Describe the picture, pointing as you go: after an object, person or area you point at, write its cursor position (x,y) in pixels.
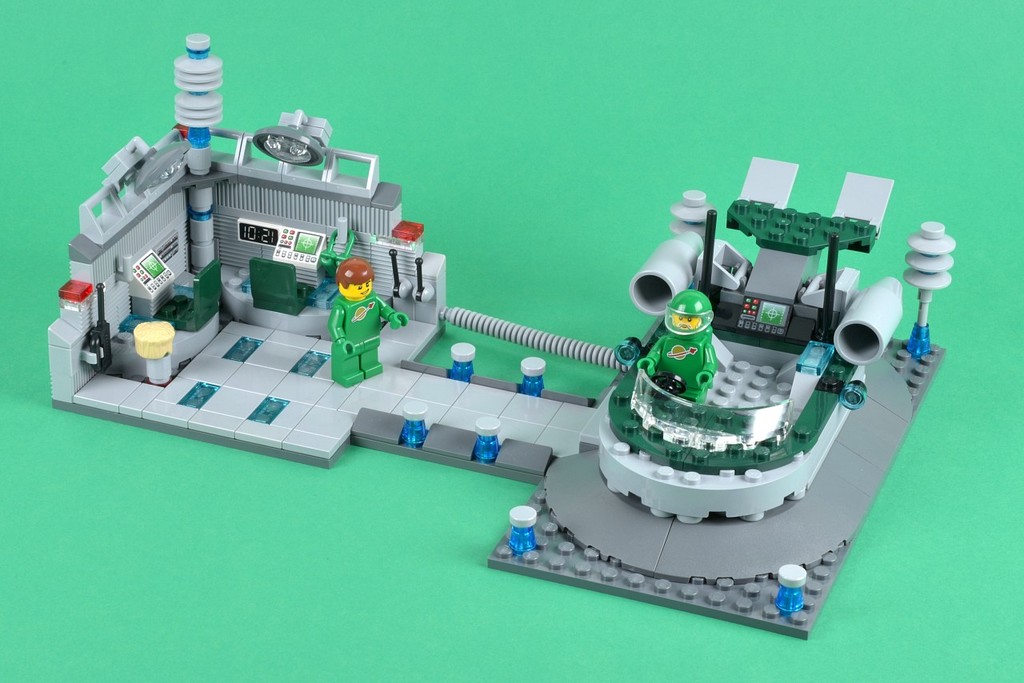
In this image there are few toys (393,362) on the floor (381,547) which is in green color.
